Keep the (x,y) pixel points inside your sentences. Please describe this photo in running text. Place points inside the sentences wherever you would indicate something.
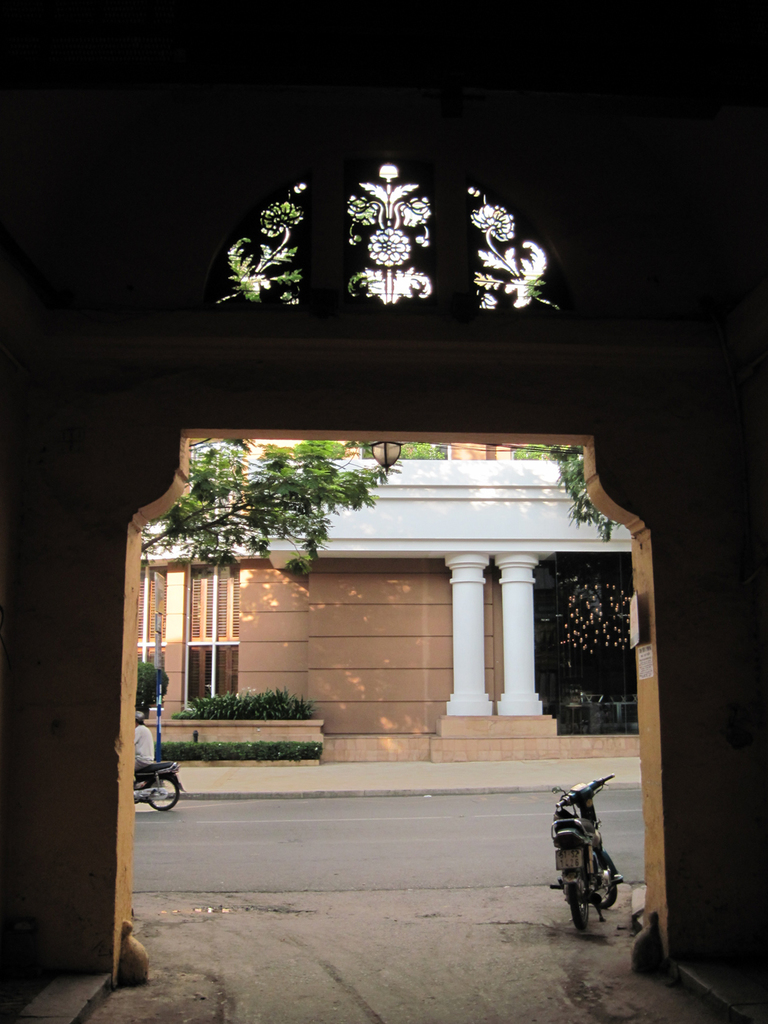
In this image we can see an arch (322,421). To the right side of the image (582,841) we can see a vehicle (590,865) parked on the ground (481,886). On the left side of the image (178,771) we can see a person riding a bike (169,774). In the background (498,739), we can see a building (470,617) with pillars (464,714), group of plants (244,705) and trees (231,509).
